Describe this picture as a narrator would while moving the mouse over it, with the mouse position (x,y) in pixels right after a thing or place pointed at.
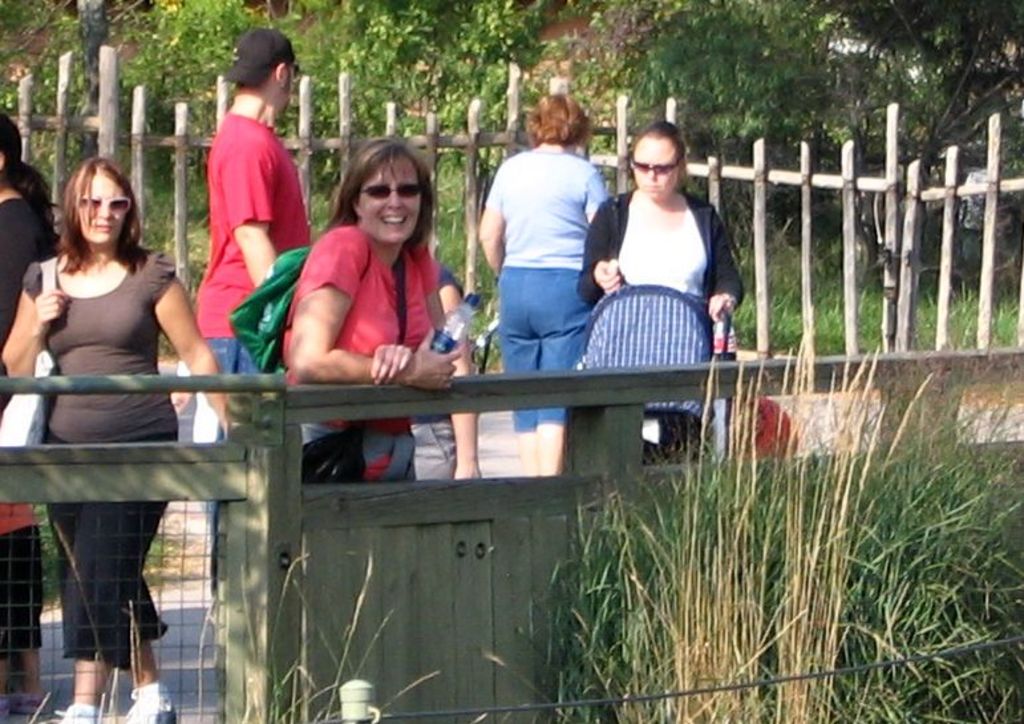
In this picture I can see a group of people (338,264) in the middle (367,307), on the right side (817,501) there is the grass (698,611), at the bottom (443,571) it looks like a wooden wall (412,545), in the background (712,172) there is a wooden fence (699,168) and I can see few trees (505,97).
